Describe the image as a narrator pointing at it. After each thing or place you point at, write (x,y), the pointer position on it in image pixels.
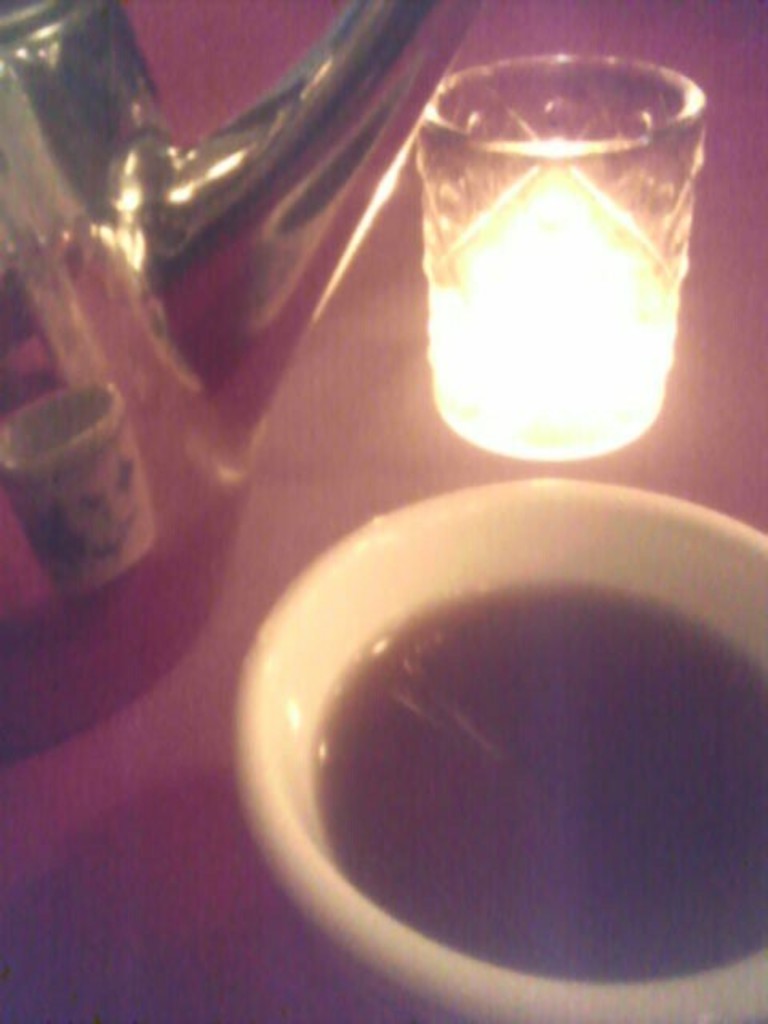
In the foreground of this image (490,707), there is a cup (455,815), it seems like a jar (137,348) on the left (250,257) and light (473,320) in the glass (486,308) are placed on the surface (259,575).
